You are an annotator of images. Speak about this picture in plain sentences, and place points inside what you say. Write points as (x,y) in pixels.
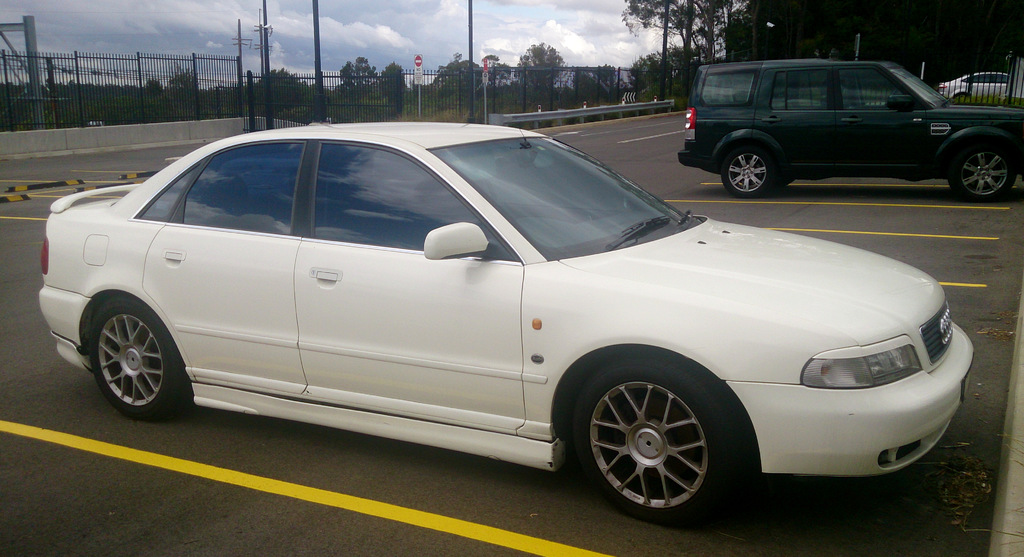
This picture might be taken on the wide road (311,435). In this image, in the middle (351,334), we can see a car (340,387) which is placed on the road (963,257). On the right side (866,111), we can also see another car (955,162). On the left side (58,117), we can also see metal grill (222,117), trees (396,95), hoardings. In the background (460,97), we can see a car (1005,79), metal grill (361,107), trees (756,27). At the top (572,22), we can see a sky (553,39), at the bottom (918,494), we can see a road (951,294).
